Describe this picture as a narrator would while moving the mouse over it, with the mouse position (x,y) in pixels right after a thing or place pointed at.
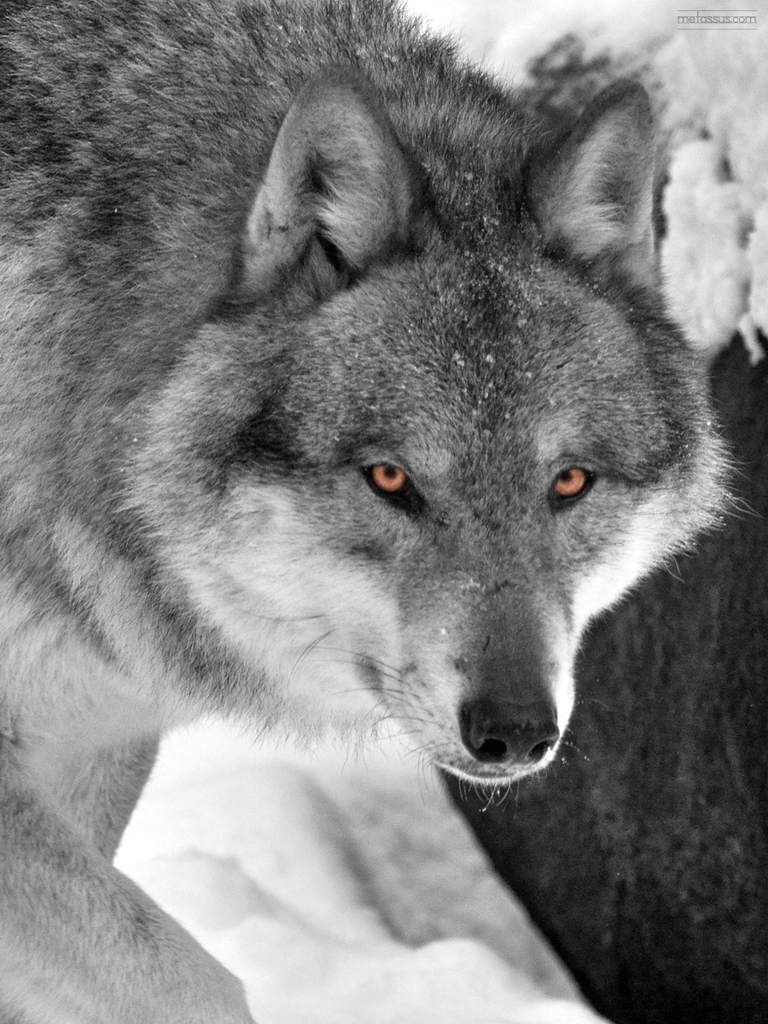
In this image there is a grey color wolf (352,662), and a watermark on the image.
